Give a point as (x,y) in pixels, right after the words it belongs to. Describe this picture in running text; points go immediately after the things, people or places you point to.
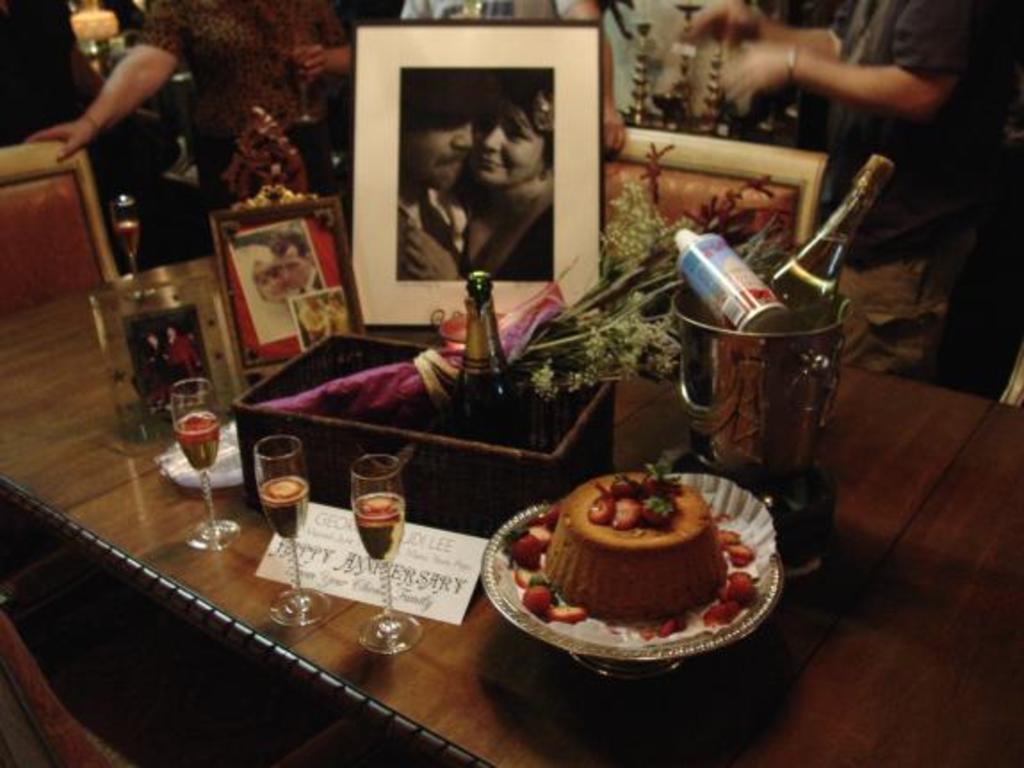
In this picture there is a cake (611,551) in the plate (592,623). There is a glass (281,524) and bottle (765,318) in a jug (724,370). There is a frame (486,121). At the background (246,72), there are few people (279,78) standing. There is a chair (59,213).
